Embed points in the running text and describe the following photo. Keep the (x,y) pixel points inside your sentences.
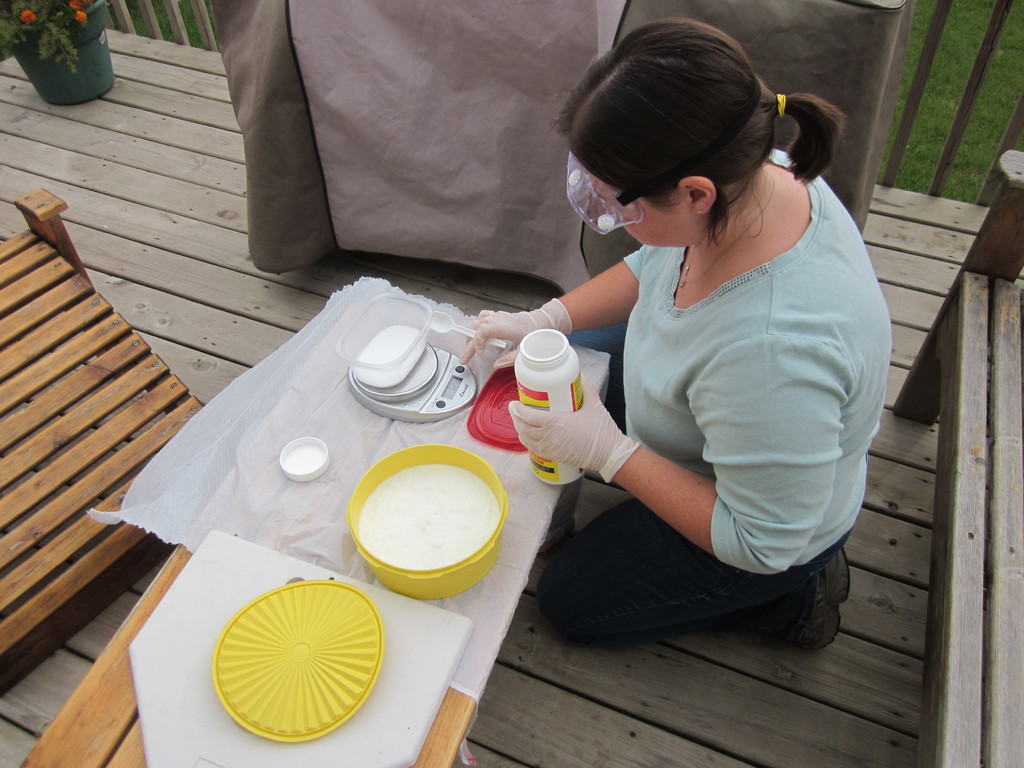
In this image I can see a woman (736,445) sitting on her knees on the wooden platform (759,641) holding a jar (529,349) and there are containers (500,544), a lid (356,630) on the wooden desk (439,734). There is a wooden object (65,418), in the top right corner (937,94) there is a wooden fence (973,77) and grass (950,80), in the top left (53,1) there is a flower pot (10,36) and at the top center (353,89) there is a piece of cloth (425,96).
